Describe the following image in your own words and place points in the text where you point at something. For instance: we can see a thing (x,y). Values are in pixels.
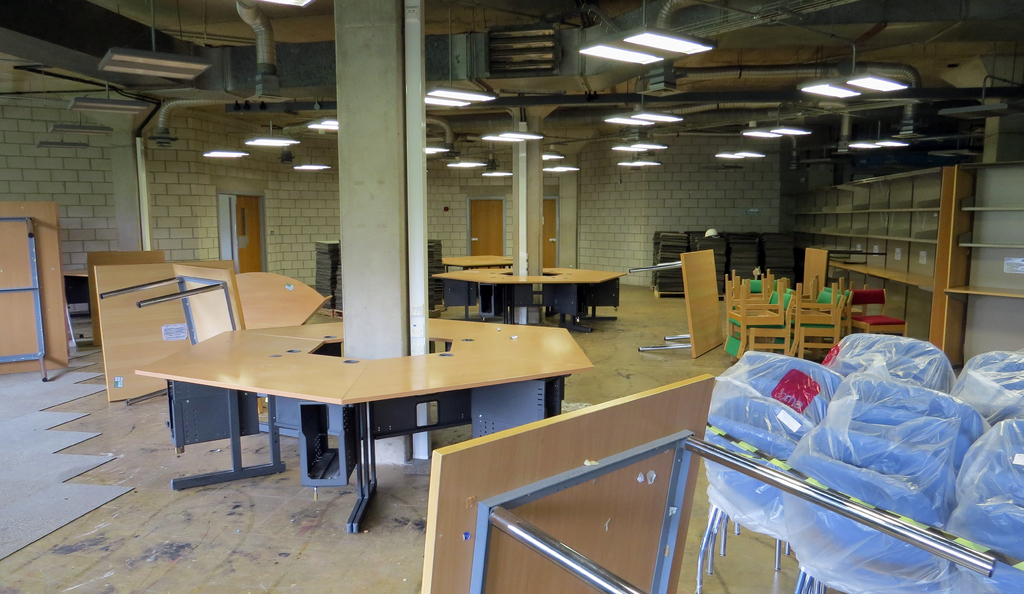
In this image I can see few tables (559,369) and chairs (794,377), they are in brown color. Background (830,214) I can see few objects (817,213) and I can also see few wooden doors (545,219) and I can see few lights (828,90) and pillars (394,254).
